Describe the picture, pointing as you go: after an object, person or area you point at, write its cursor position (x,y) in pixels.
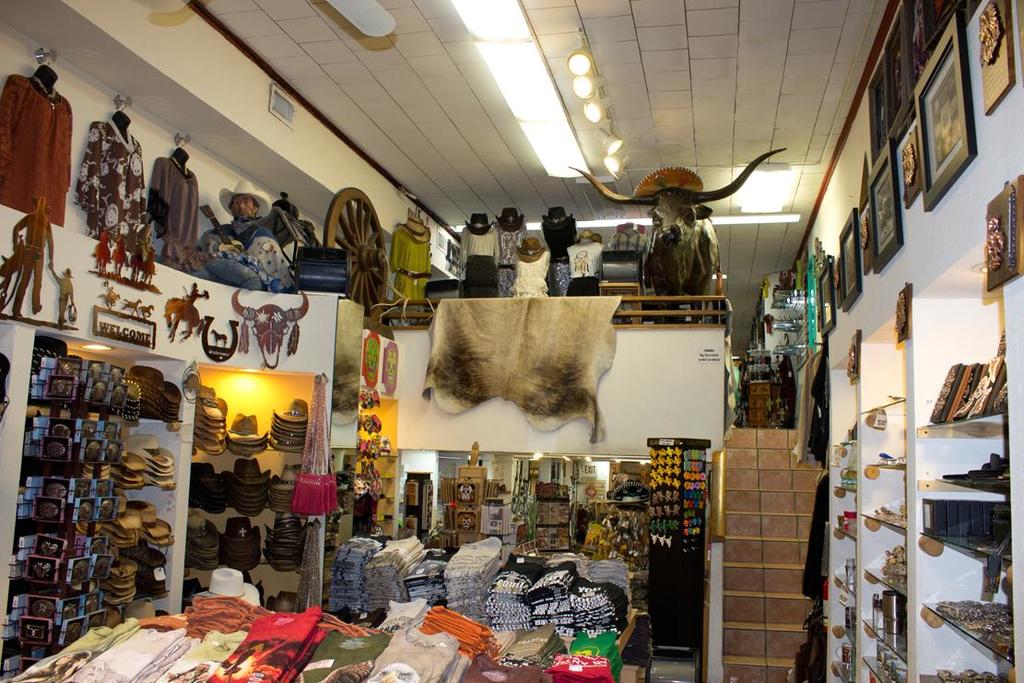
This image consists of a shop (418,522). In which we can see many things (340,648) like T-shirts (332,601), hats (245,556), and frames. At the top (610,94), there is a roof (628,115) along with light (546,139). On the right (754,467), there are steps (751,644). At the bottom (47,666), there are T-shirts (564,675).
